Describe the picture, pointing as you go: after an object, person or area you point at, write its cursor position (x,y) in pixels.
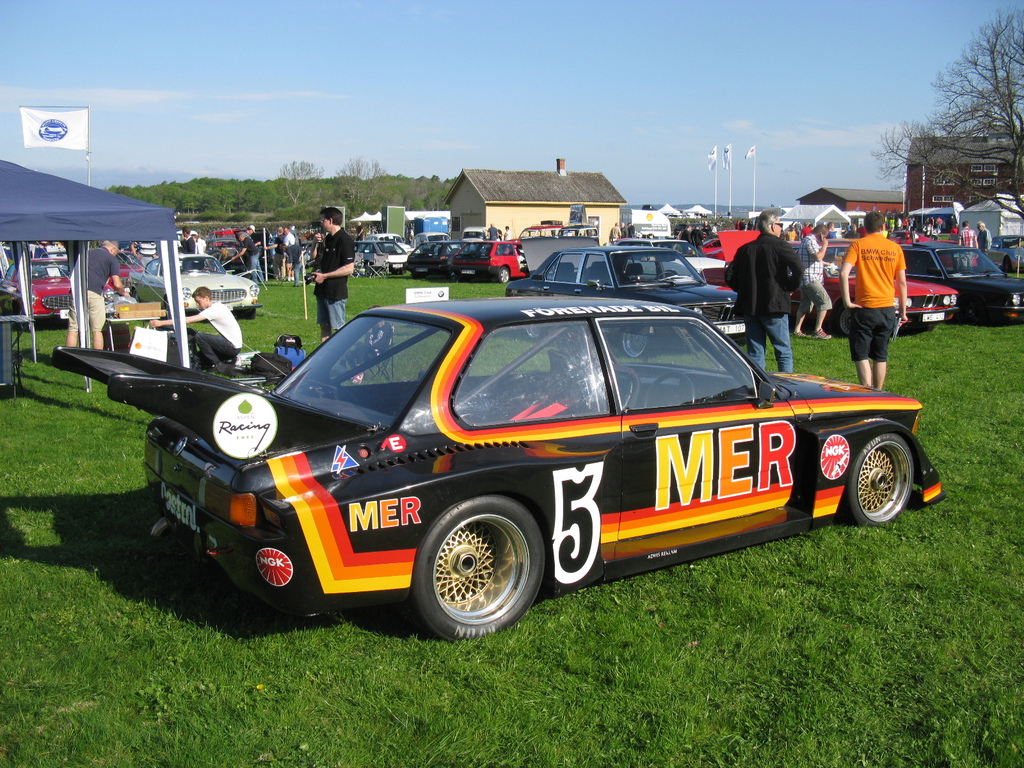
In the picture I can see a car (432,550) parked on the grass (537,647), we can see the tents (188,346), flags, people (863,280) walking on the grass (393,747), we can see a few more cars (541,261), houses (876,200), trees (961,185) and the sky (631,194) in the background (601,205).
